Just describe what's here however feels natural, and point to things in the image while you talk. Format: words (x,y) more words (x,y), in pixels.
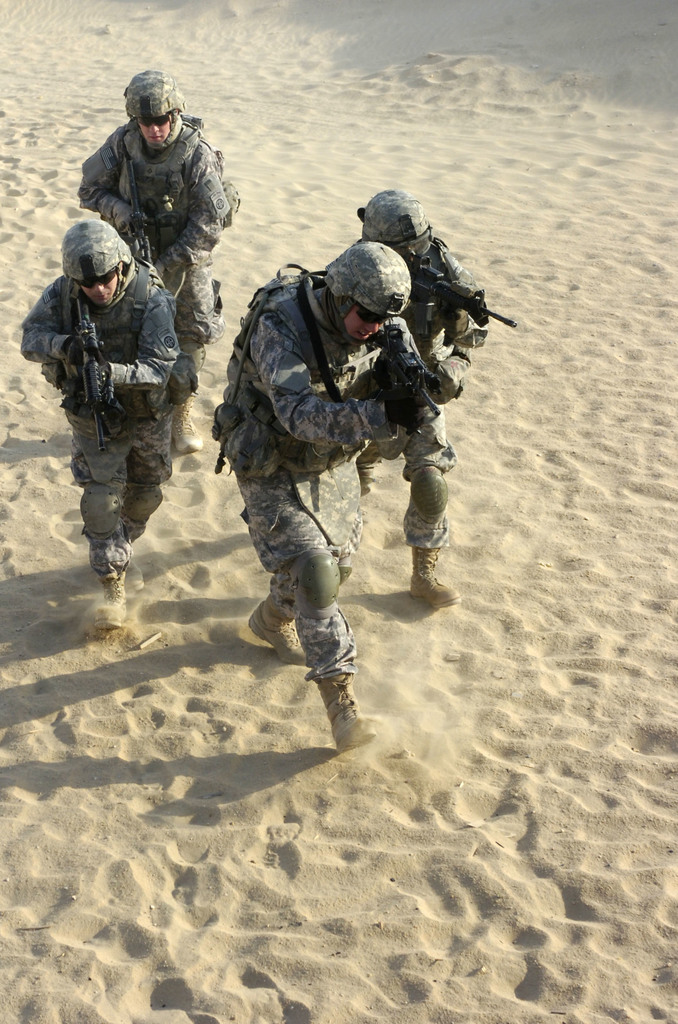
In this image we can see four people (427,347) wearing military uniforms (326,325), helmets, goggles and holding guns (106,395) in their hands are standing on the ground (287,736).
